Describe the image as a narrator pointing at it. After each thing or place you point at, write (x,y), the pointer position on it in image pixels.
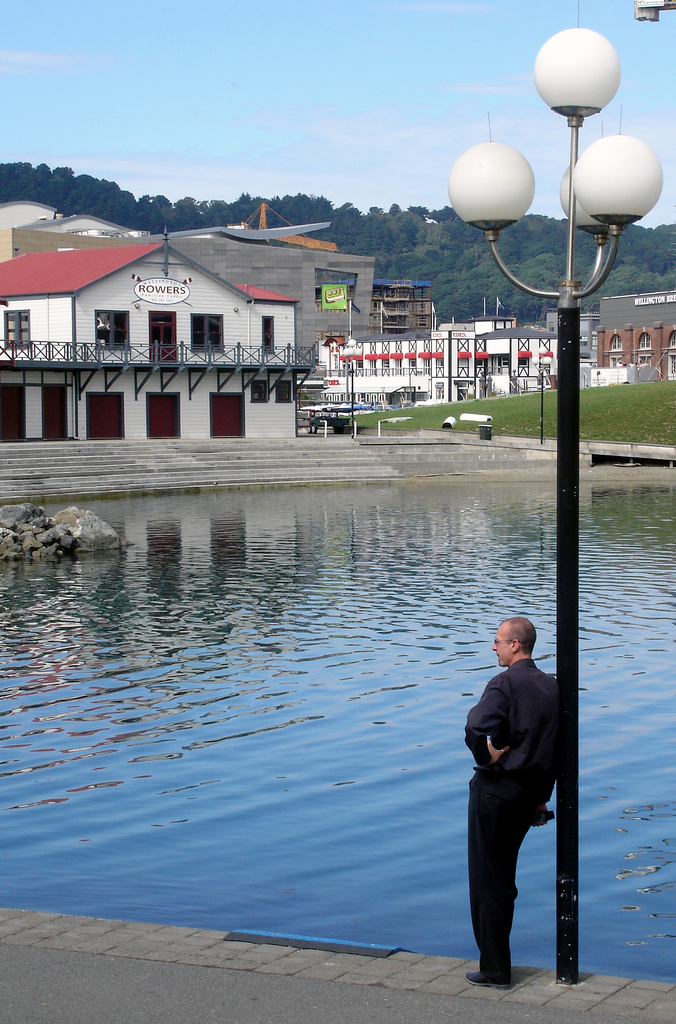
In this image there is a person (491,878) standing beside the street light (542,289), In front of the person (504,925) there is a river (160,594). At the center of the image (441,373) there are buildings (310,339). In the background (383,242) there are trees (539,254) and sky (284,110).
